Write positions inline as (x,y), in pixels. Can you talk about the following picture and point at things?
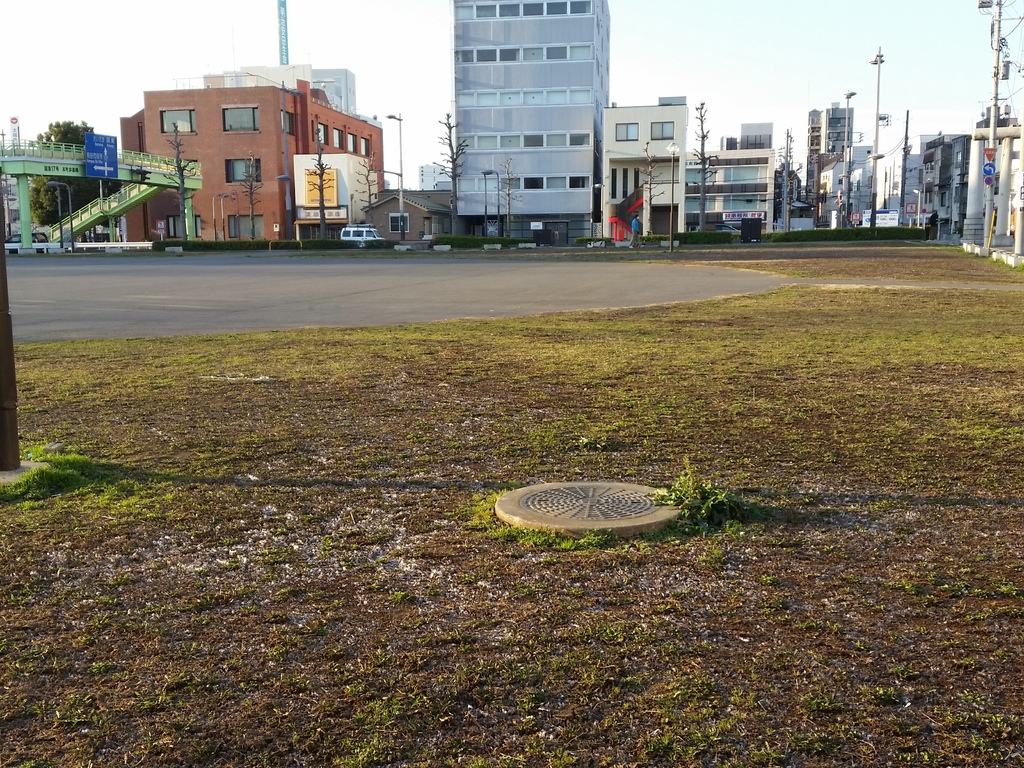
In this image I can see the ground (513,628), some grass (757,368), the manhole lid (553,514), the road (215,290) and in the background (248,233) I can see few trees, few buildings (551,190), few metal poles (902,180) and the sky (364,48).
